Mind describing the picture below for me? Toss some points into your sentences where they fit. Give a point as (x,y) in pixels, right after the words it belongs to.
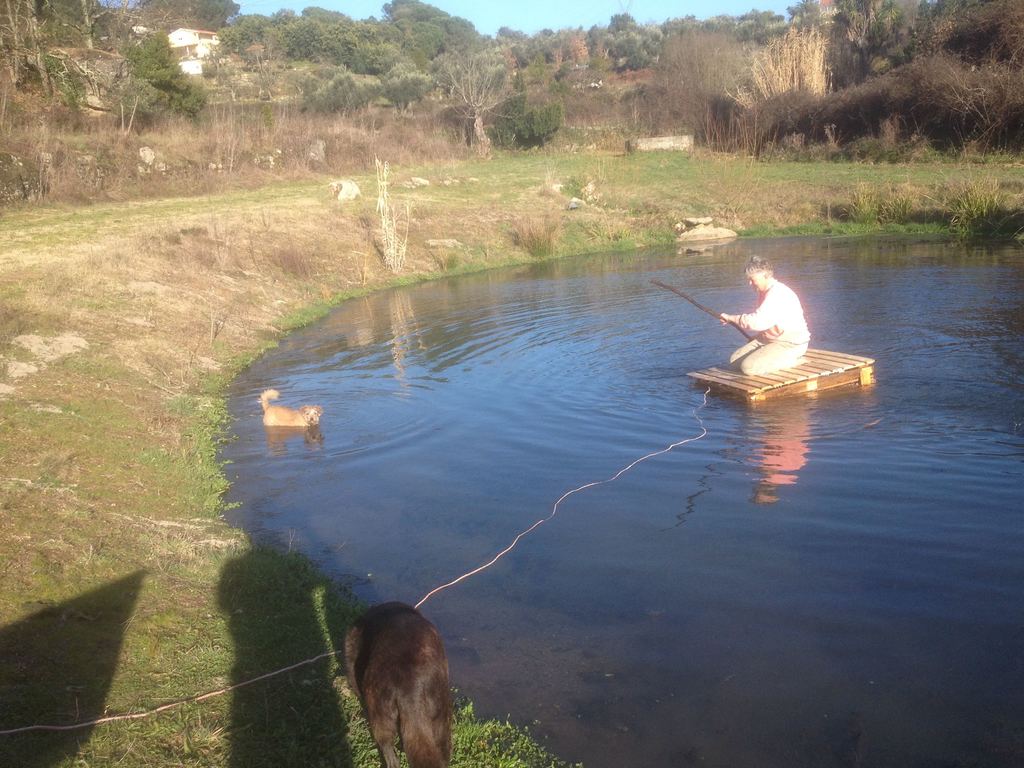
In this picture we can see a person (758,273) holding a stick (694,300) and sitting on a platform (713,387), two dogs (432,722) where a dog (266,417) is in water (327,396), grass (221,270), trees (356,85) and in the background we can see the sky (458,14).
